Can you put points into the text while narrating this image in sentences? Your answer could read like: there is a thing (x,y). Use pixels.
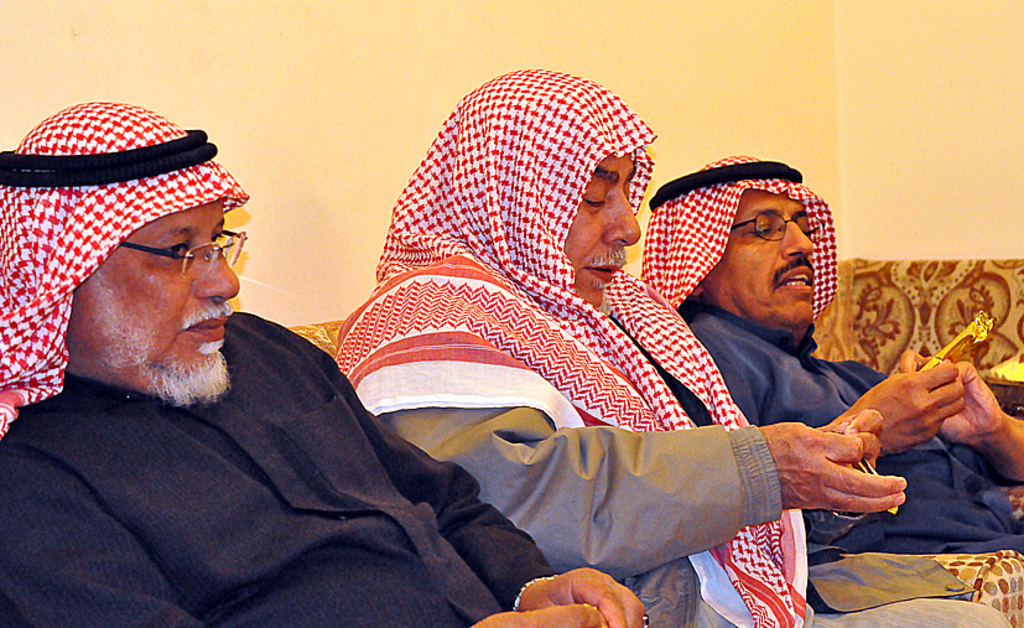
In the foreground of the picture (604,323) there are three men (428,348) sitting in a couch (869,277). In the background (357,78) it is wall (735,46).
